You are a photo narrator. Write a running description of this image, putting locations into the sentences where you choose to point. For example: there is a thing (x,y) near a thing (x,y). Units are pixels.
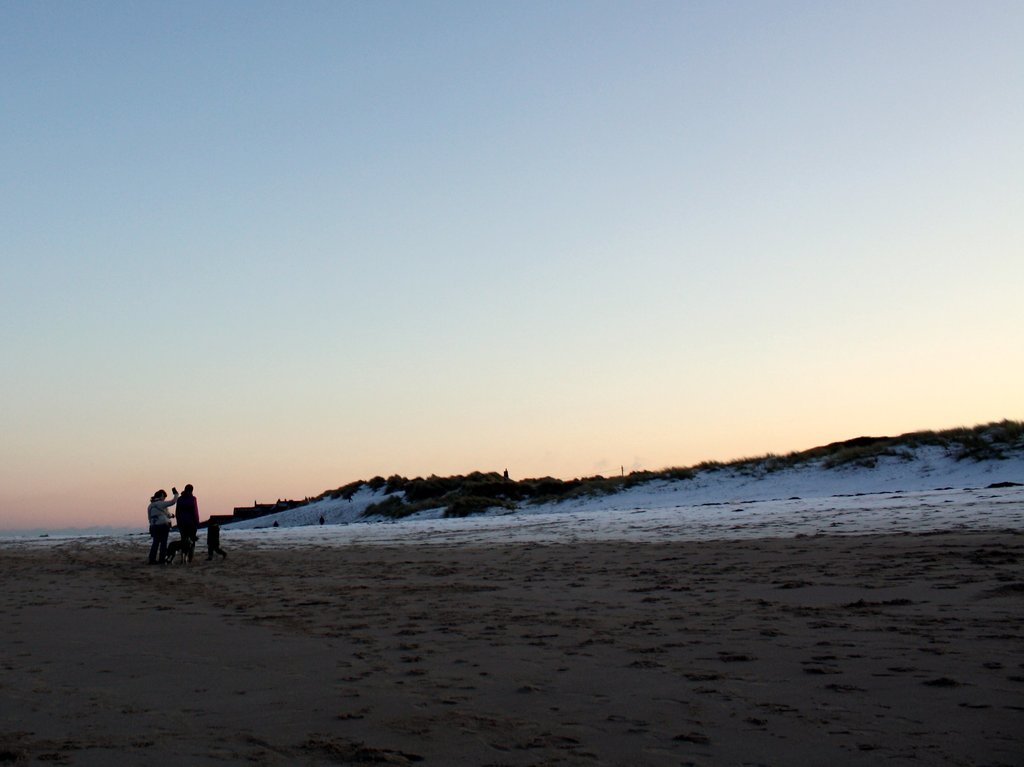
In the foreground of the picture (424,611) there is sand (110,593). In the center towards left (189,523) there are people (187,516) standing. In the center of the picture (468,504) there are shrubs (431,505) and sand (103,543). Sky (428,242) is clear. The picture is taken during evening.
